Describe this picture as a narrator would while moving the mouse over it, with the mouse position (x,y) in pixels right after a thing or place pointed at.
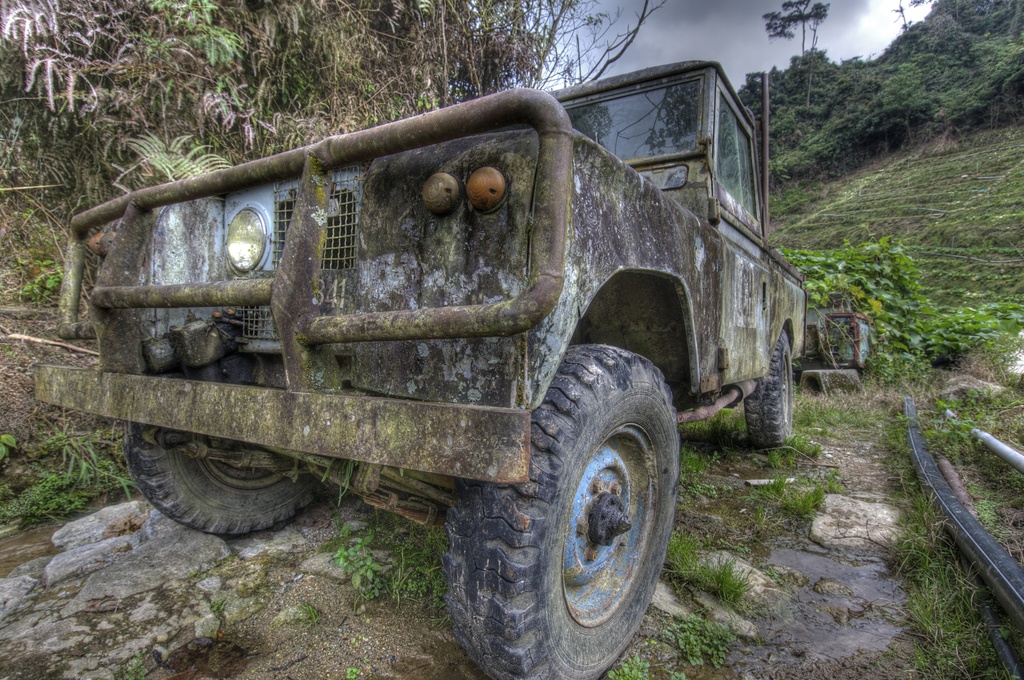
In this picture i can see a jeep (798,308) which is parked near to the plants (319,122) and grass (1022,382). On the right (899,238) i can see the farmland (1021,196) and mountains (1004,24). On that mountain (1012,204) i can see many trees (990,84). At the top (652,22) i can see the sky (682,20) and clouds (674,29). In the bottom right corner (1002,580) i can see some pipes (935,476) and other objects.
